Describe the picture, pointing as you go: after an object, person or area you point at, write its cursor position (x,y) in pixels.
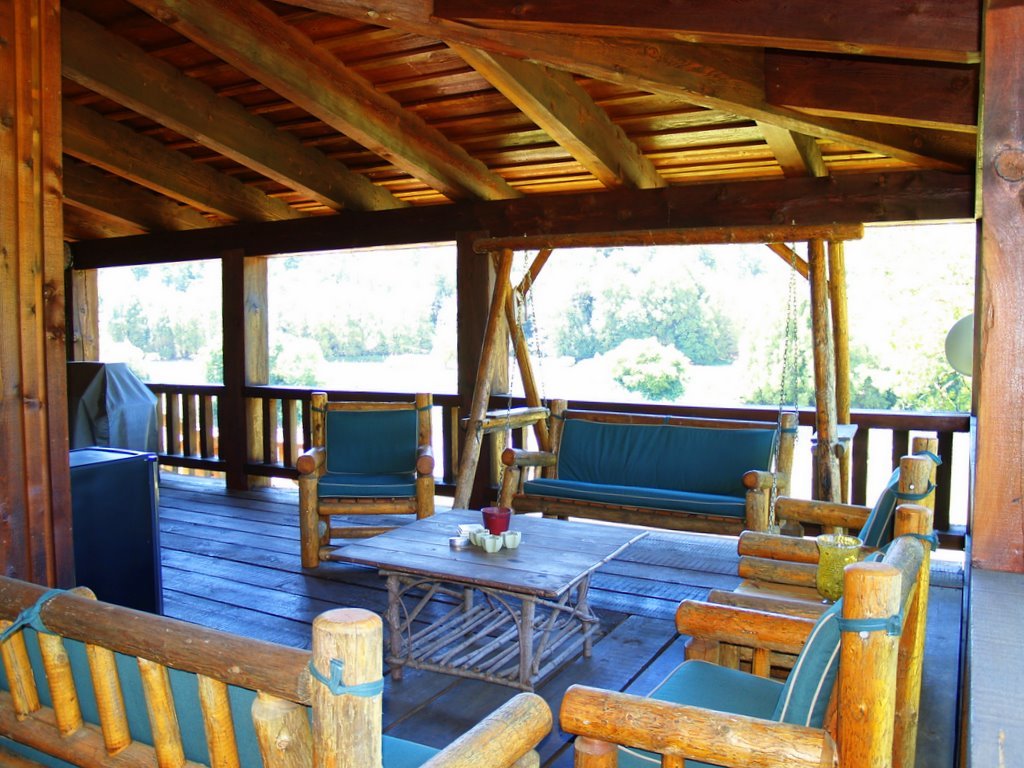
In the foreground of this image (293,717), there are wooden chairs (293,717), sofas (294,730), table (527,521) on which, there are few objects (480,537) and also few objects (118,494) on the floor (201,514). At the top (283,133), there is roof (750,119). In the background (641,322), there are trees (613,319). We can also see a swing (730,236) on the floor (187,516).
